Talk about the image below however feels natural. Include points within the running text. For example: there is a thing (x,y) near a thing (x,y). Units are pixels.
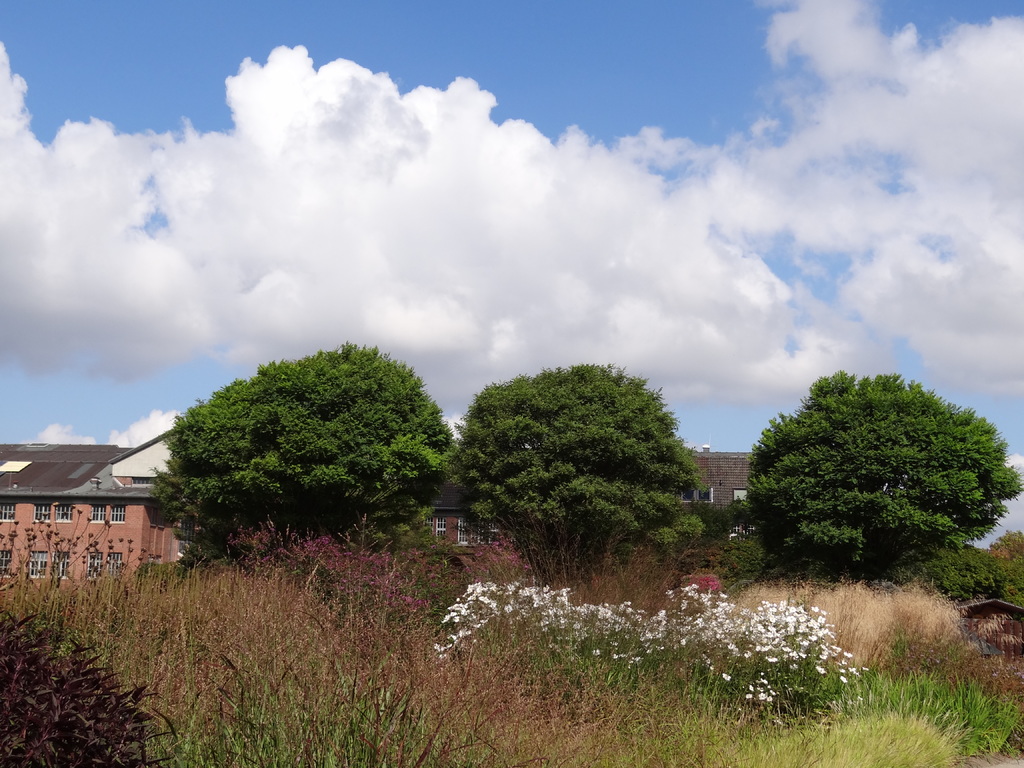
In this image, we can see some plants (397,604) and trees (425,470), we can see some white color flowers (824,632), there are some homes (22,530), at the top (676,71) there is a blue sky (733,71) and we can see some clouds (440,210).
